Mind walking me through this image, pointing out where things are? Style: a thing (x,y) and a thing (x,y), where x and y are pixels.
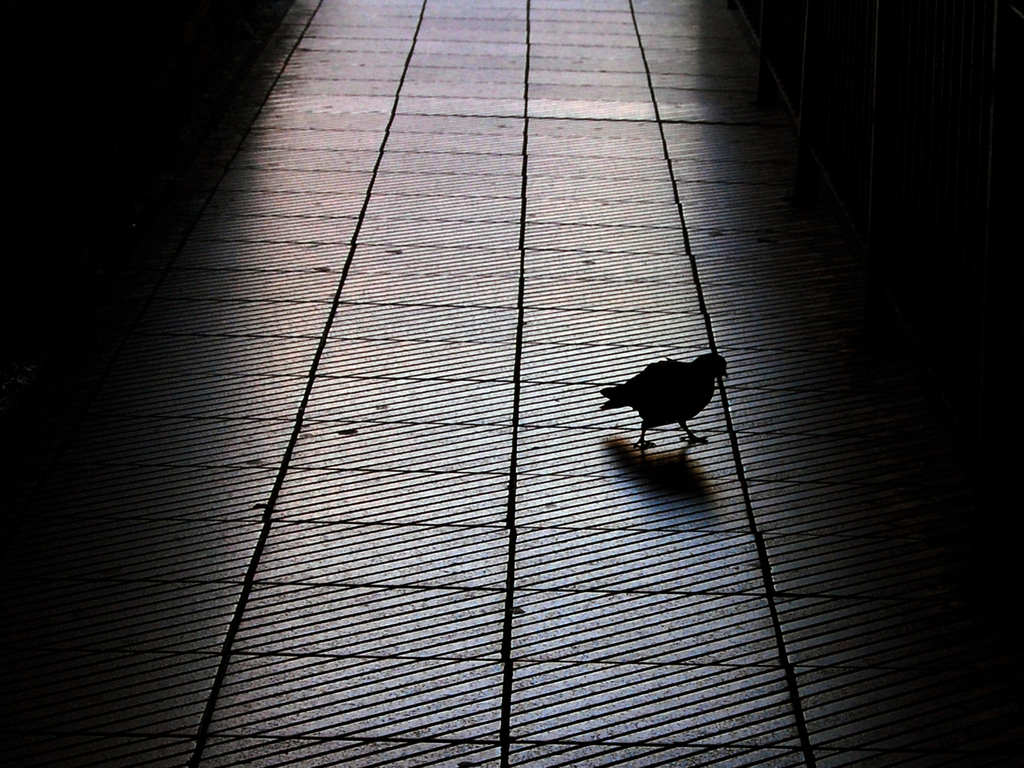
A bird (683,410) is there in the middle (659,397) and this is the floor (337,552).
